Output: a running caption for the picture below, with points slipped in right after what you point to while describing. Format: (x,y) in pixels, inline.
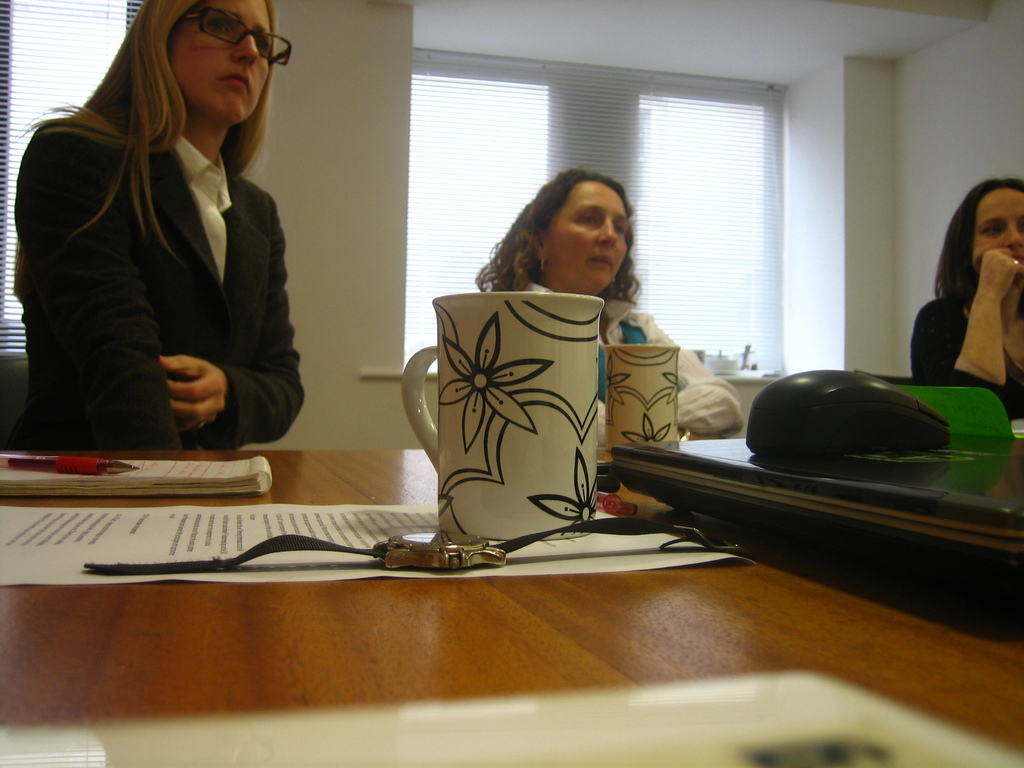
In the image we can see three persons (85,307) are sitting on the chair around the table (399,648). On table (303,585), there is a mug (575,437), watch (437,560), paper (141,535), book (168,466), pen (78,462) and tab (879,463). In the background (628,175) we can see wall (395,282) and window (671,163).
